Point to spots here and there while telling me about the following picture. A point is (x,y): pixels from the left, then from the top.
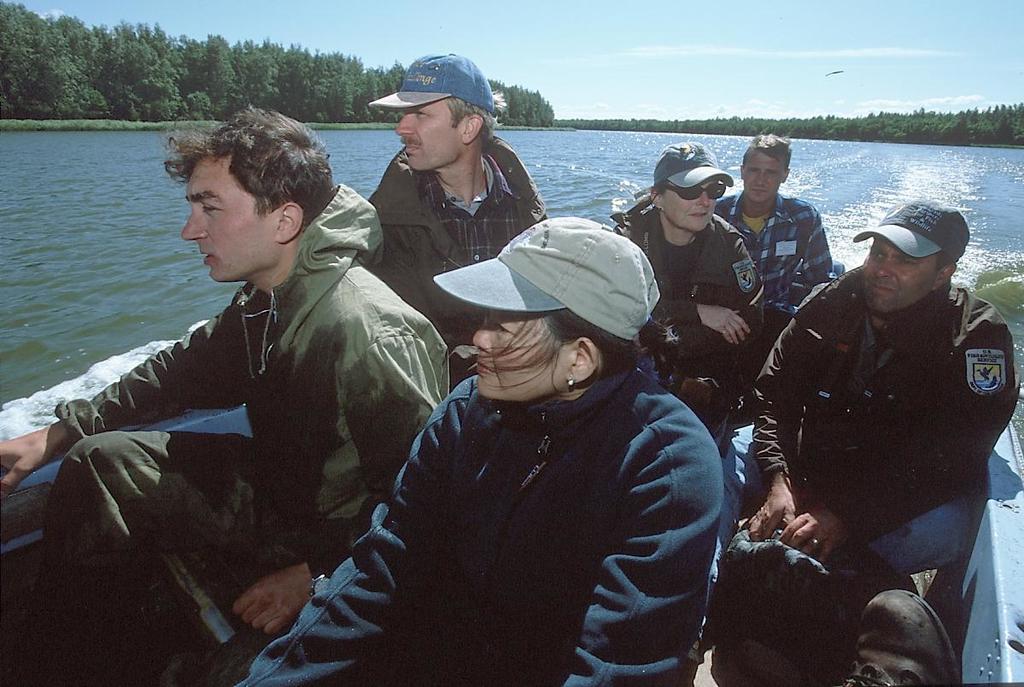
In this image in the front (415,263) there are persons (462,293) sitting on a boat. In the background (583,208) there is water (603,150), there are trees (220,97) and the sky (850,62) is cloudy.
